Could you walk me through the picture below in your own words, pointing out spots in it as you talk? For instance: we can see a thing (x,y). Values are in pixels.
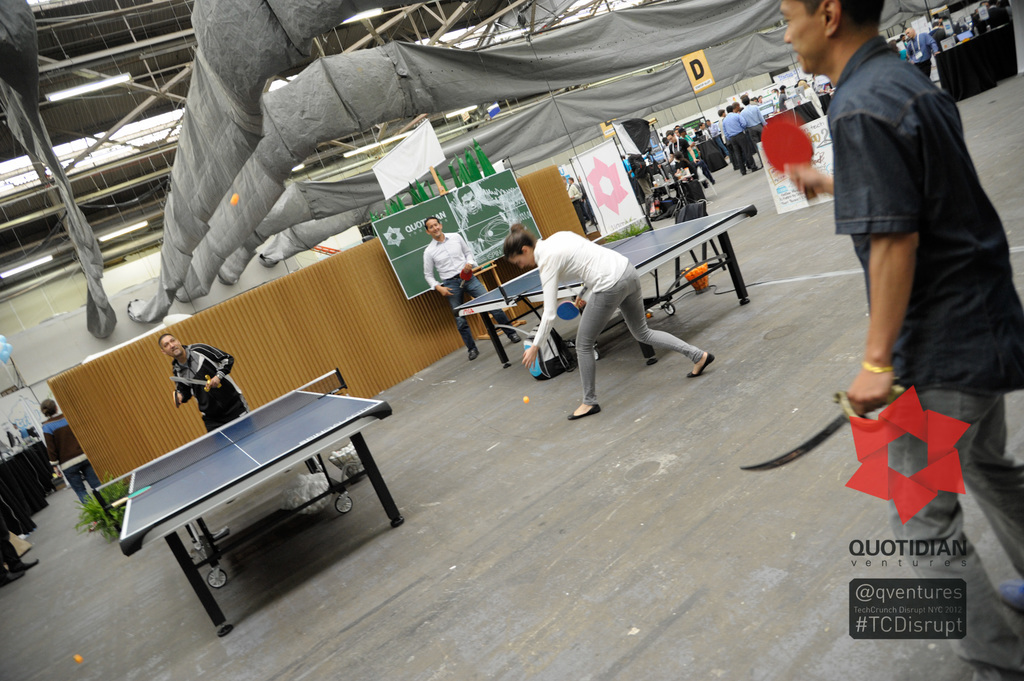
In this image In the middle (453,286) there are two people (544,287) playing table tennis game. On the right (934,288) there is a man (880,273) he wear shirt (892,174) and trouser (936,516) he is holding bat (790,161) and sword (845,407). On the left (222,399) there is a man (208,398) he is holding a bat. In the background (65,450) there are many people (733,126) and poster (613,189).
